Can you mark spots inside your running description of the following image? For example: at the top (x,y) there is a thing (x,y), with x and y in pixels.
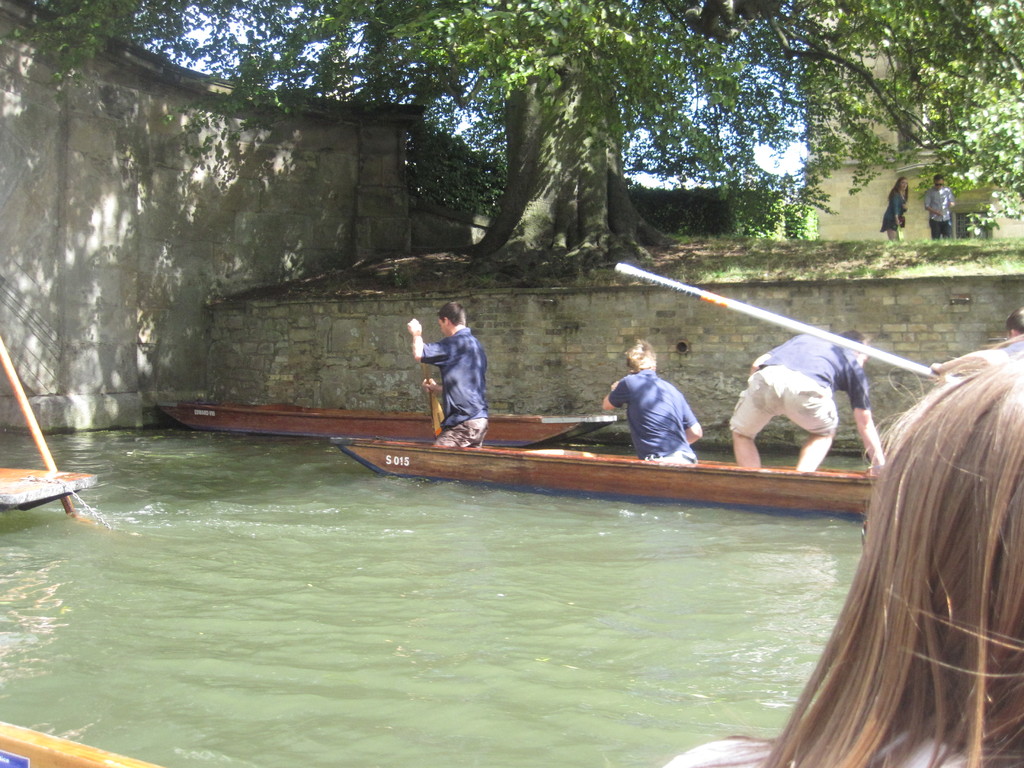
In this image there is water (444,612) and we can see boats (447,474) on the water (499,503). There are people (932,646) in the boats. In the background (535,147) there is a building (855,194) and a tree (571,207). On the left (75,313) there is a wall (109,318). We can see people (946,221) standing. There is sky (786,154).
